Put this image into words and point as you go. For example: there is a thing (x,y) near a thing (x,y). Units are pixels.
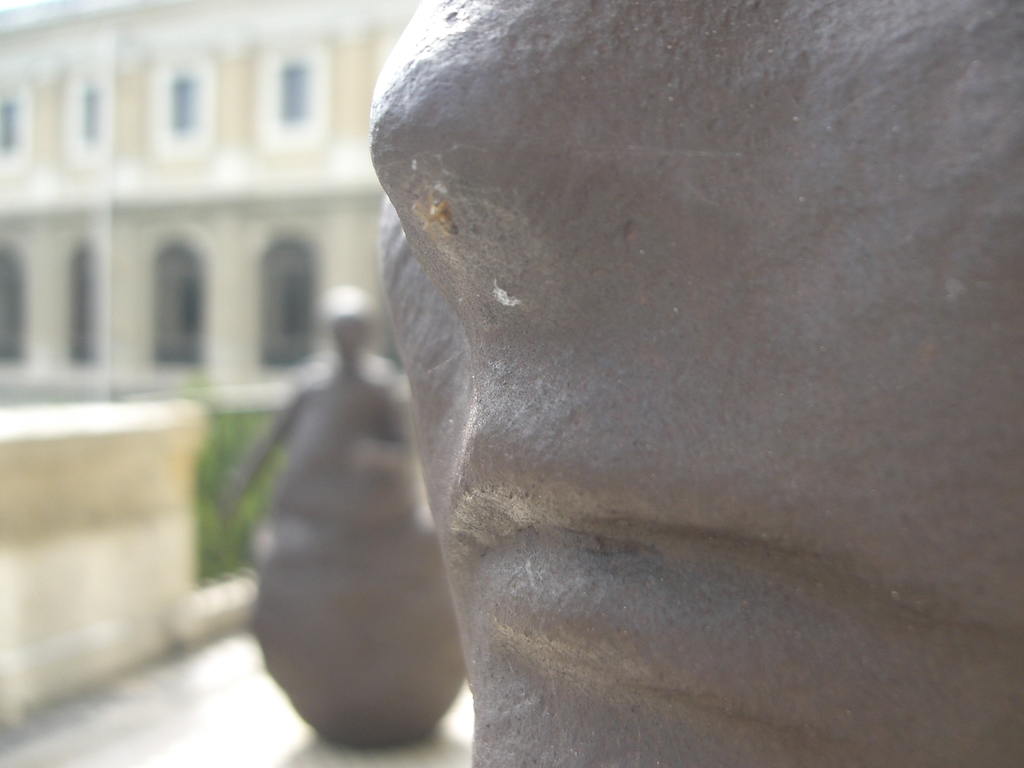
In this image I can see few statues (481,499) in gray color, background (248,228) I can see few plants (237,449) in green color and the building (165,136) is in cream and white color.
